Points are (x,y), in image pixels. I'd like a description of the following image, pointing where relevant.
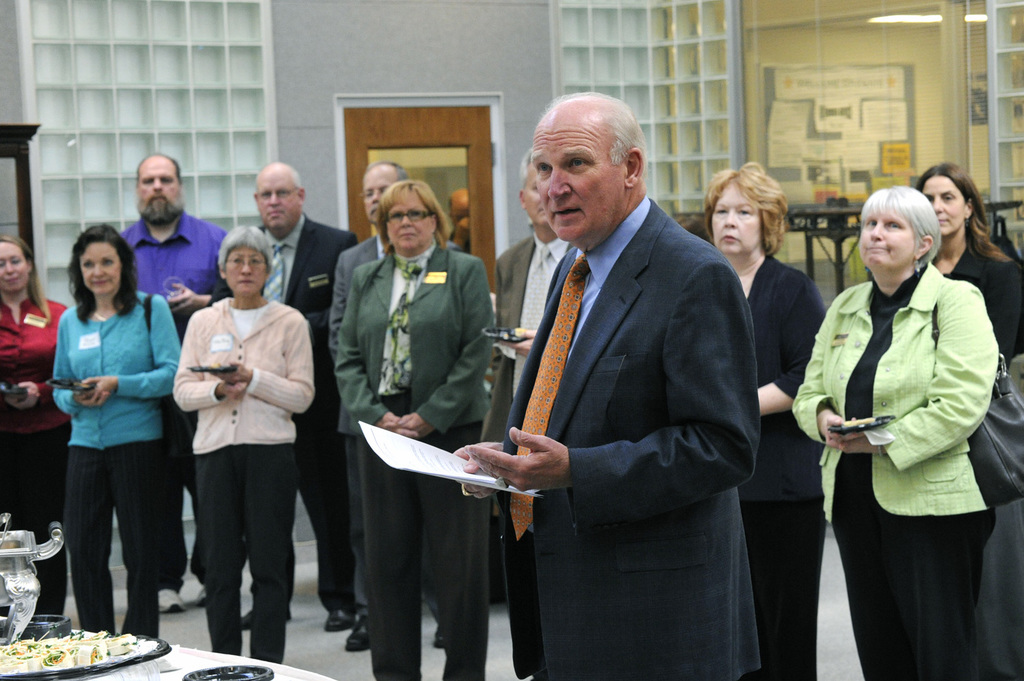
There are groups of people (318,235) standing. This man (464,457) is holding a paper (485,480) in his hand (494,459). I think this is a table (177,659) with a plate (125,666), jar (23,597) and few other things (46,636) on it. This looks like a door (428,153). In the background (772,88), I can see a notice board (823,102) with the papers (829,113), which is attached to the wall (760,45).
